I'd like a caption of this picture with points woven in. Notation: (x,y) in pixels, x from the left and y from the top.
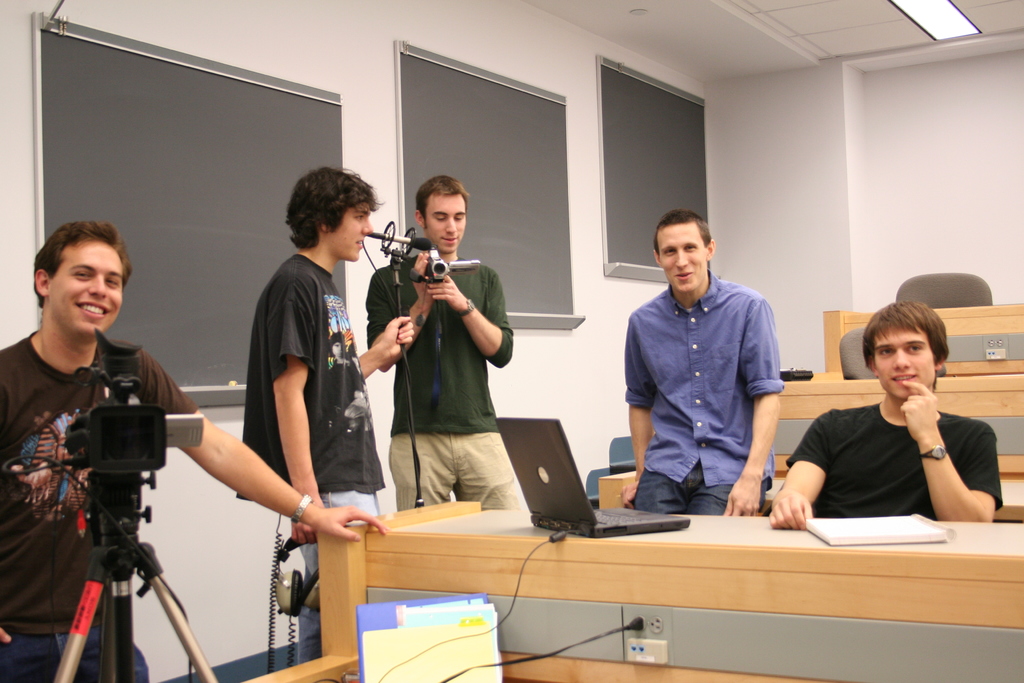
In this image I can see few persons (408,298) are standing, a camera (438,270), a microphone (389,255) and a desk (648,537). On the desk (643,537) I can see a laptop (600,524) which is black in color. In the background (573,452) I can see the white colored wall (791,202), few boards (136,188) attached to the wall (802,220), the ceiling (720,11) and a light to the ceiling (823,31).
